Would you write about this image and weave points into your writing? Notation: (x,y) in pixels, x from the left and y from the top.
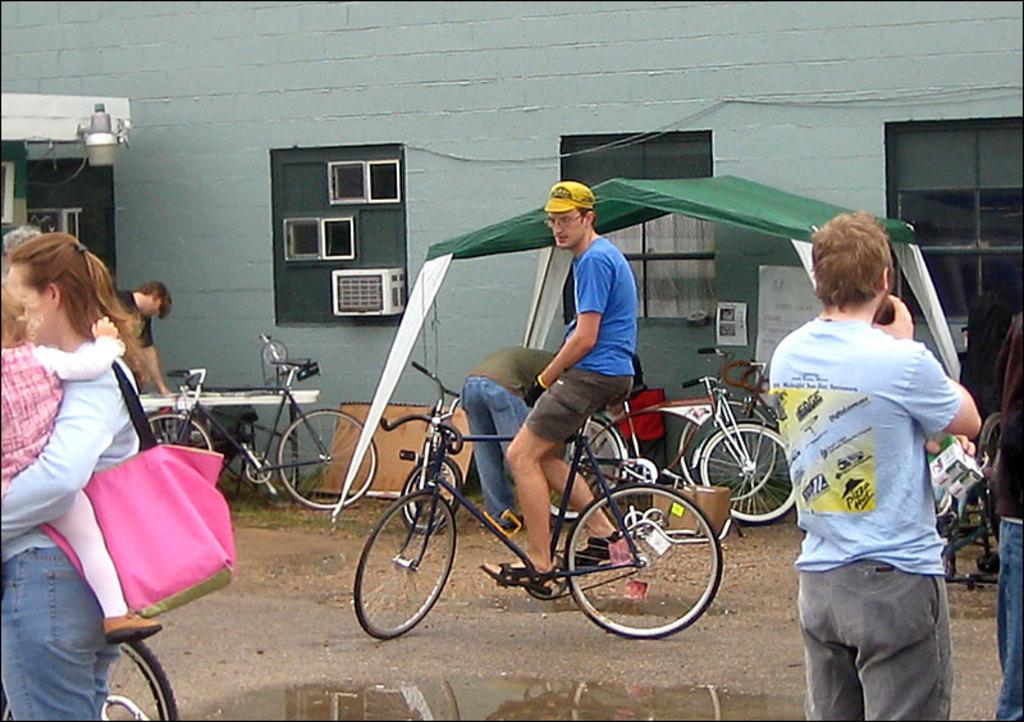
In the given image there are many people (576,272). This man (527,444) sitting on a bicycle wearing blue color t-shirt (610,307). There is a building (565,315).
